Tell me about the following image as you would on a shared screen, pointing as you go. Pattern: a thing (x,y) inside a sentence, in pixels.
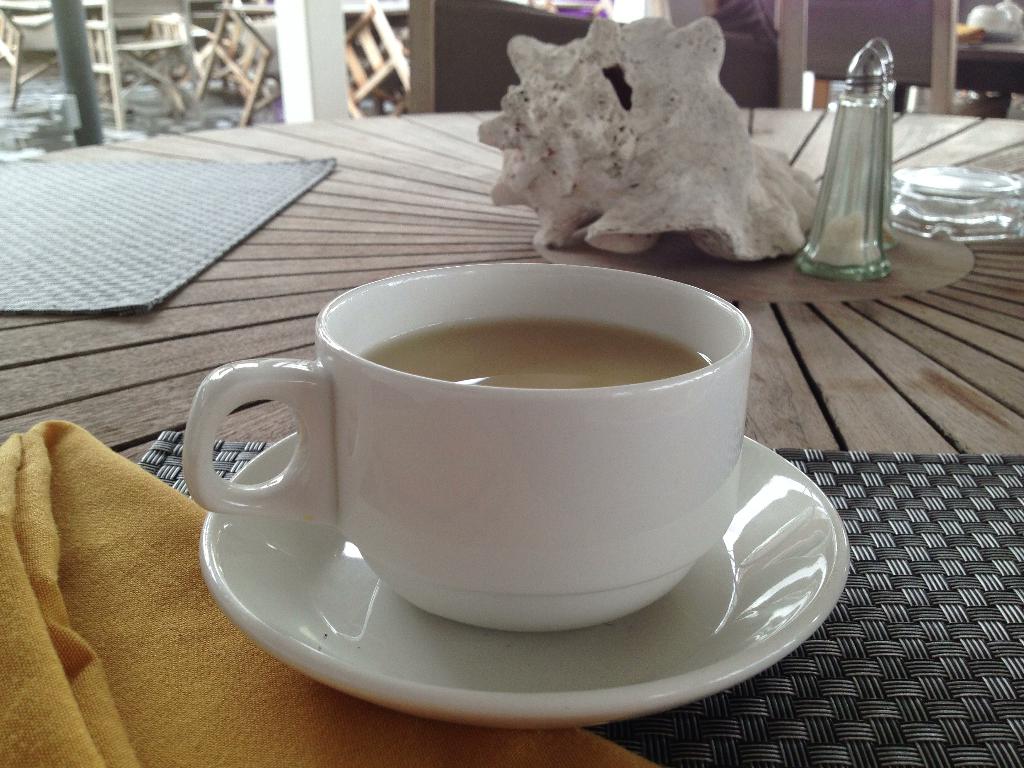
In this image i can see a cup (458,399) with a drink (540,375) in it and a saucer (500,650). In the background (678,241) i can see a seashell (706,136), a table (362,179) and some chairs (152,26).
